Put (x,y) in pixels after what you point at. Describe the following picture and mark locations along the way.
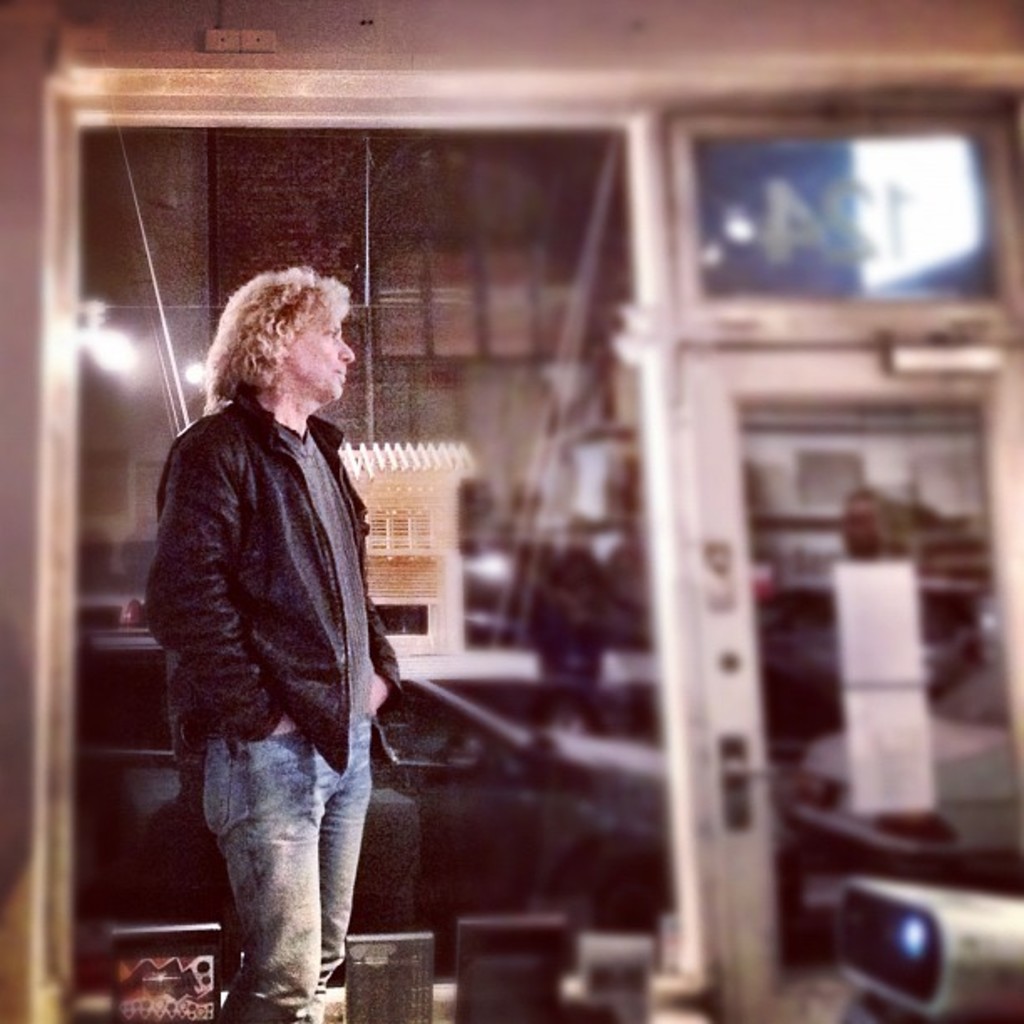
In this image, we can see a person (277,891) standing. We can see some objects (958,981). We can also see some windows (611,407) and doors (877,527). We can also see some posters (873,690).
